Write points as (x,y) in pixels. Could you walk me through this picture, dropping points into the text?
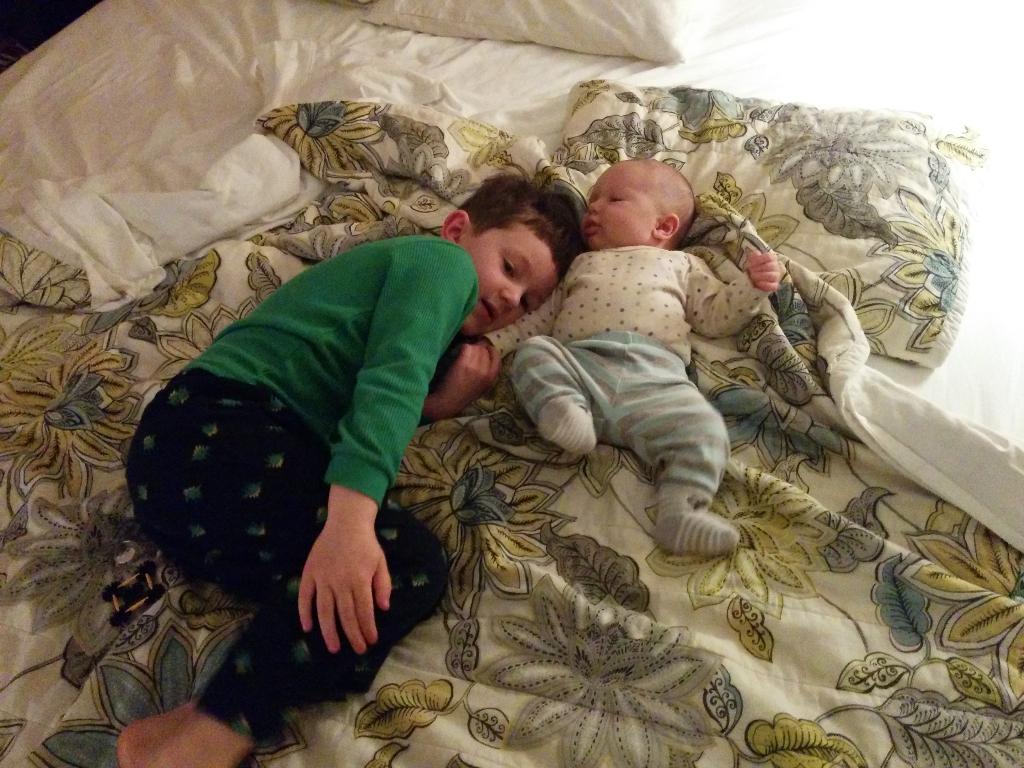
In this picture we can see child (335,385) and baby (603,322) lying on bed (343,106) with pillows (839,147) on it.
